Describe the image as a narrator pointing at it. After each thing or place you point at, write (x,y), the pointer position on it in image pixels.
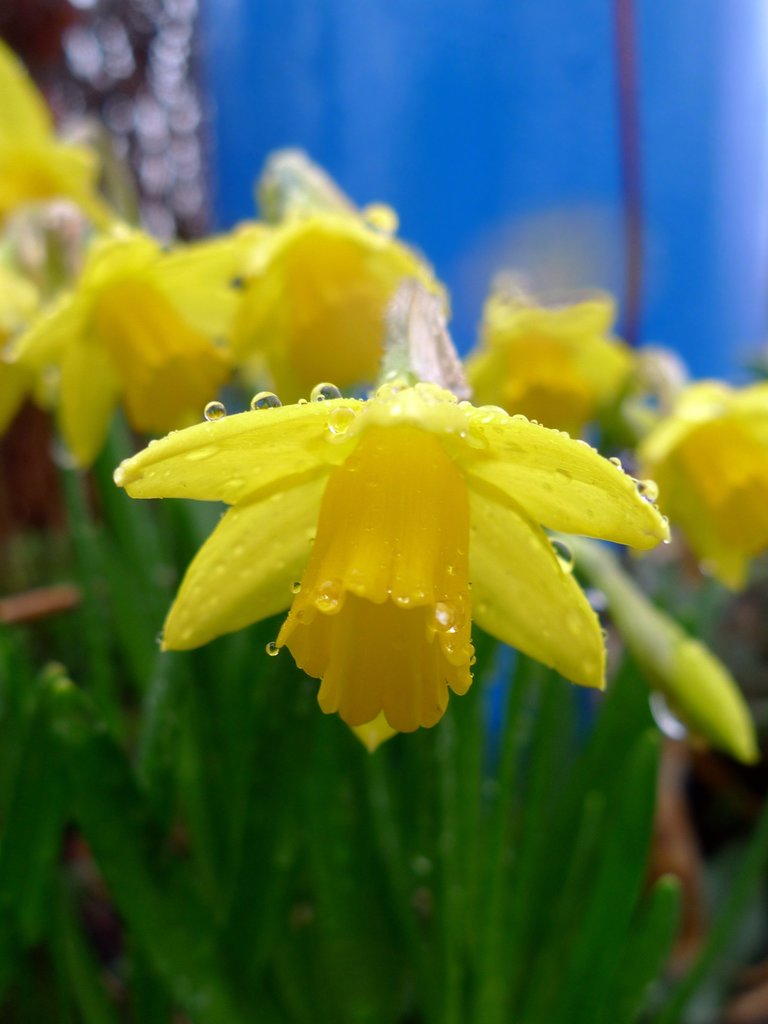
This image consists of flowers (287,580) in yellow color. On which we can see the water droplets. At the bottom (367,872), there are leaves (236,819). The background (716,190) is blue in color.
